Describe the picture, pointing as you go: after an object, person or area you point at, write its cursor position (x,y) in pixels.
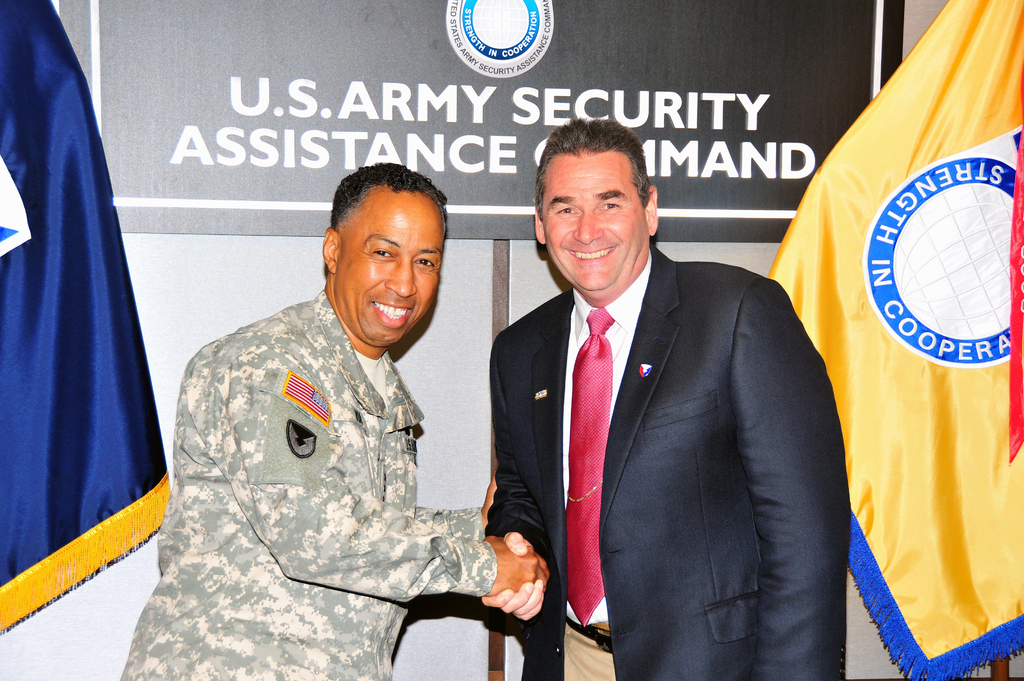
In the center of the image (415,256) there are two men (511,542) standing on the floor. In the background (160,160) there is a board (508,86) and flags (859,132).
